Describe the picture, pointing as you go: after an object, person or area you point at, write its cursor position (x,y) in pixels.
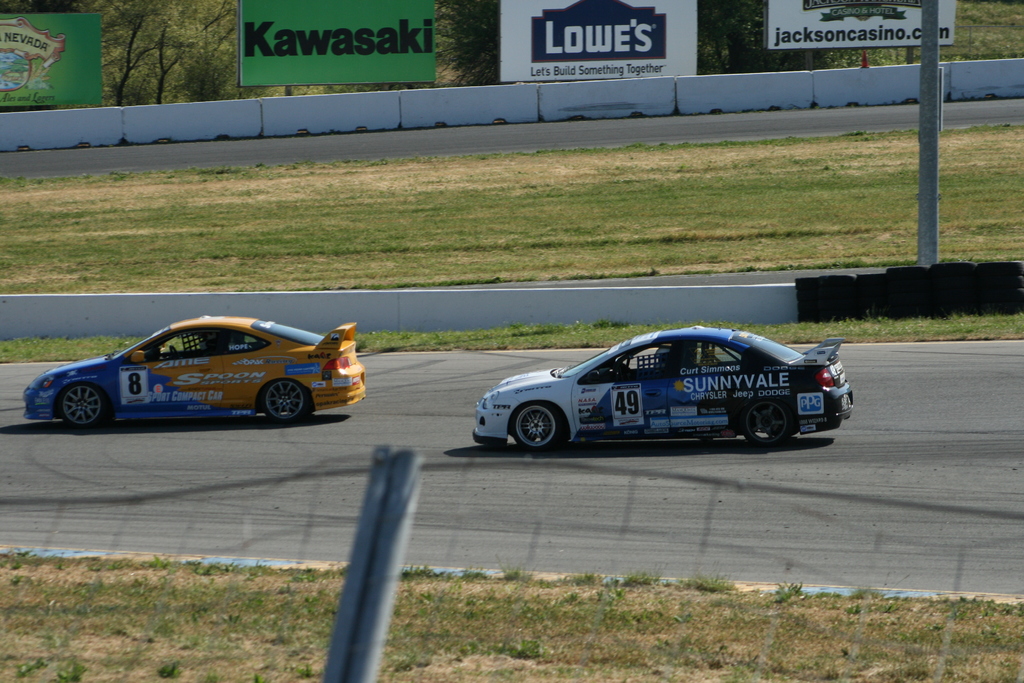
In this image we can see two cars (511,395) are passing on the road (864,467). On the either sides of the road (519,561) there is a grass (384,263). In the background of the image (439,35) there are banners (421,67) and trees (460,54).
